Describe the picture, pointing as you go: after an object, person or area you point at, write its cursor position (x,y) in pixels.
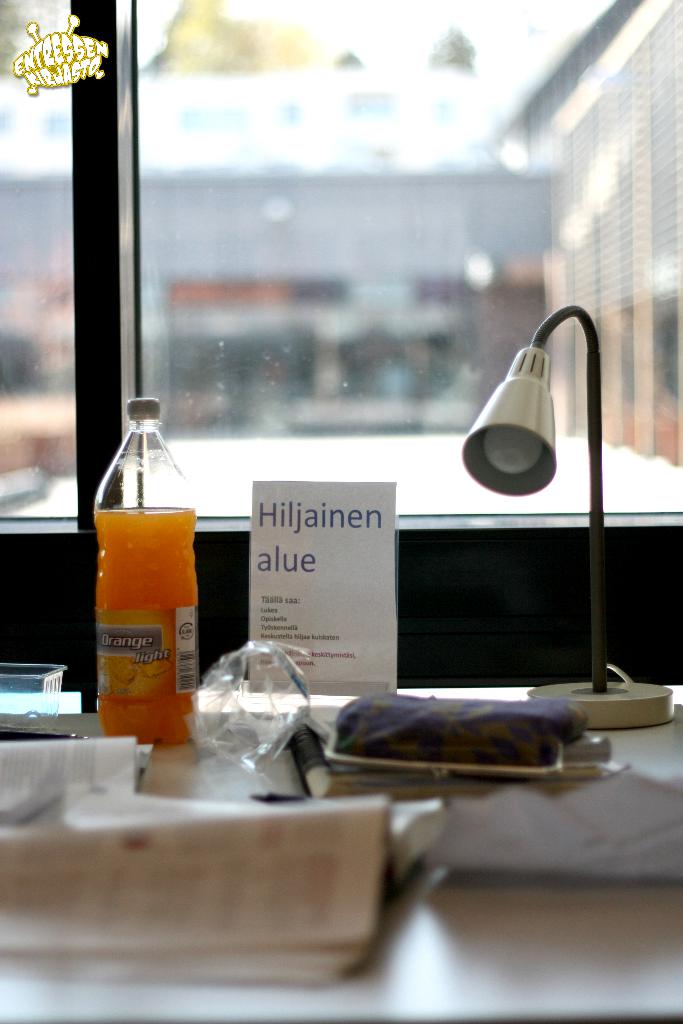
In this image I can see a bottle (140,622), lamp (523,421), wallet (375,740), books (263,857), board (312,566) on the table (406,924) and also a glass window (230,316). Through the glass (392,251) I can see a building (409,303).
